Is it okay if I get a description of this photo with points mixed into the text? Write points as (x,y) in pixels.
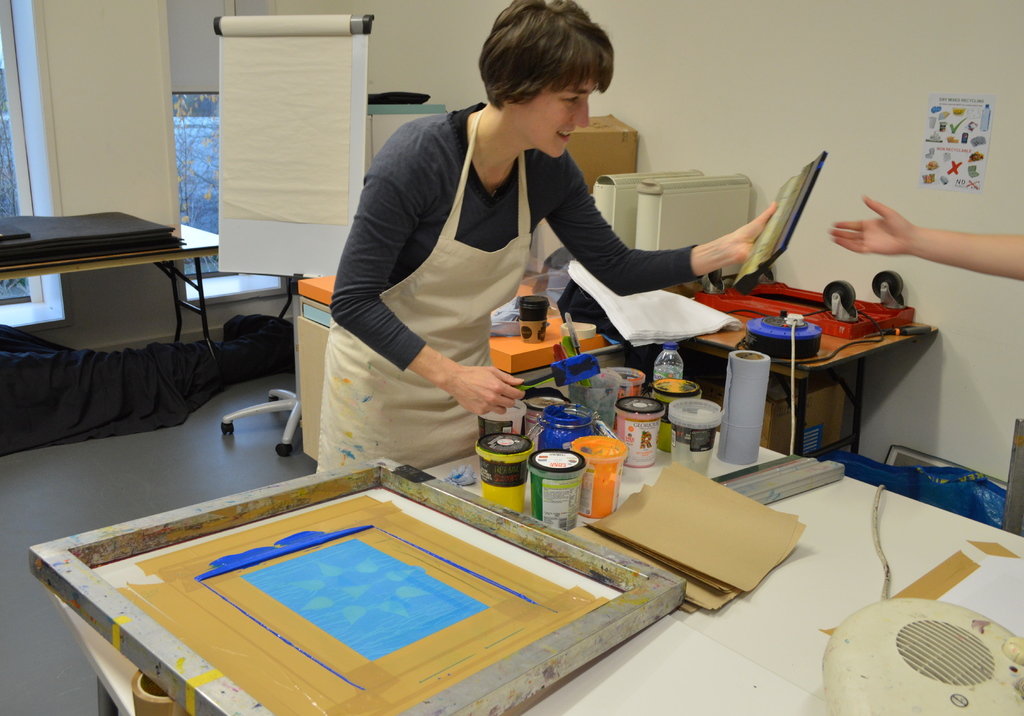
As we can see in the image there is a woman (458,379) standing on floor (129,470). In front of her there is table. On table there are bottles (624,450), tissue (729,415) and there is a cream color wall (747,108) over here.
